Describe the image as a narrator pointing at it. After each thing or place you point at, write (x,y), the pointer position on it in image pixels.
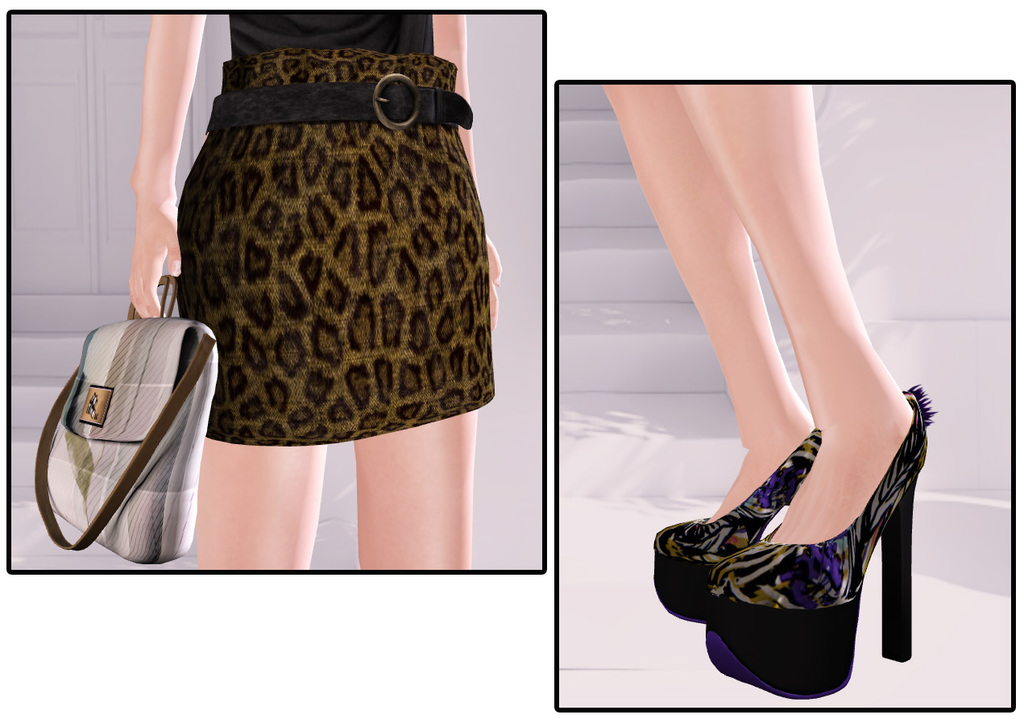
This is an animated image. In this image there are two images collage, in left side of the image (178,75) a woman (473,474) is standing wearing a skirt (381,249), holding a bag (168,426). In the right side of the image (812,368) there are two legs (848,401) and wearing a high heels (865,545).
